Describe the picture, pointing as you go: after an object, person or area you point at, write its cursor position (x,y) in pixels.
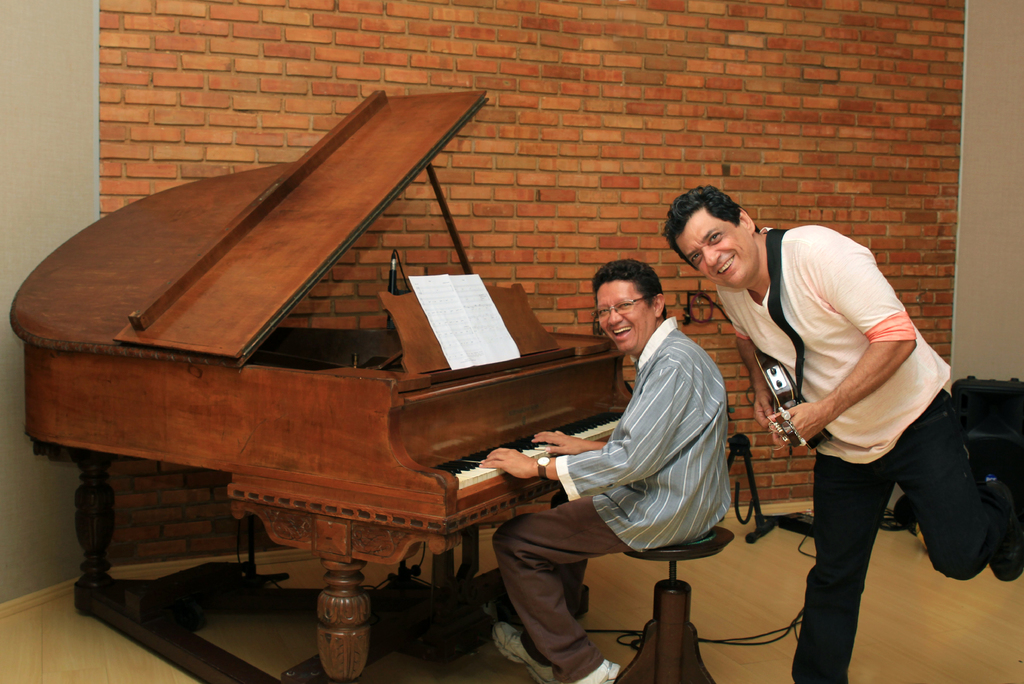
This picture shows a man (608,313) seated and playing piano (591,386) and we see the Man (820,263) Standing and playing guitar (783,434).
